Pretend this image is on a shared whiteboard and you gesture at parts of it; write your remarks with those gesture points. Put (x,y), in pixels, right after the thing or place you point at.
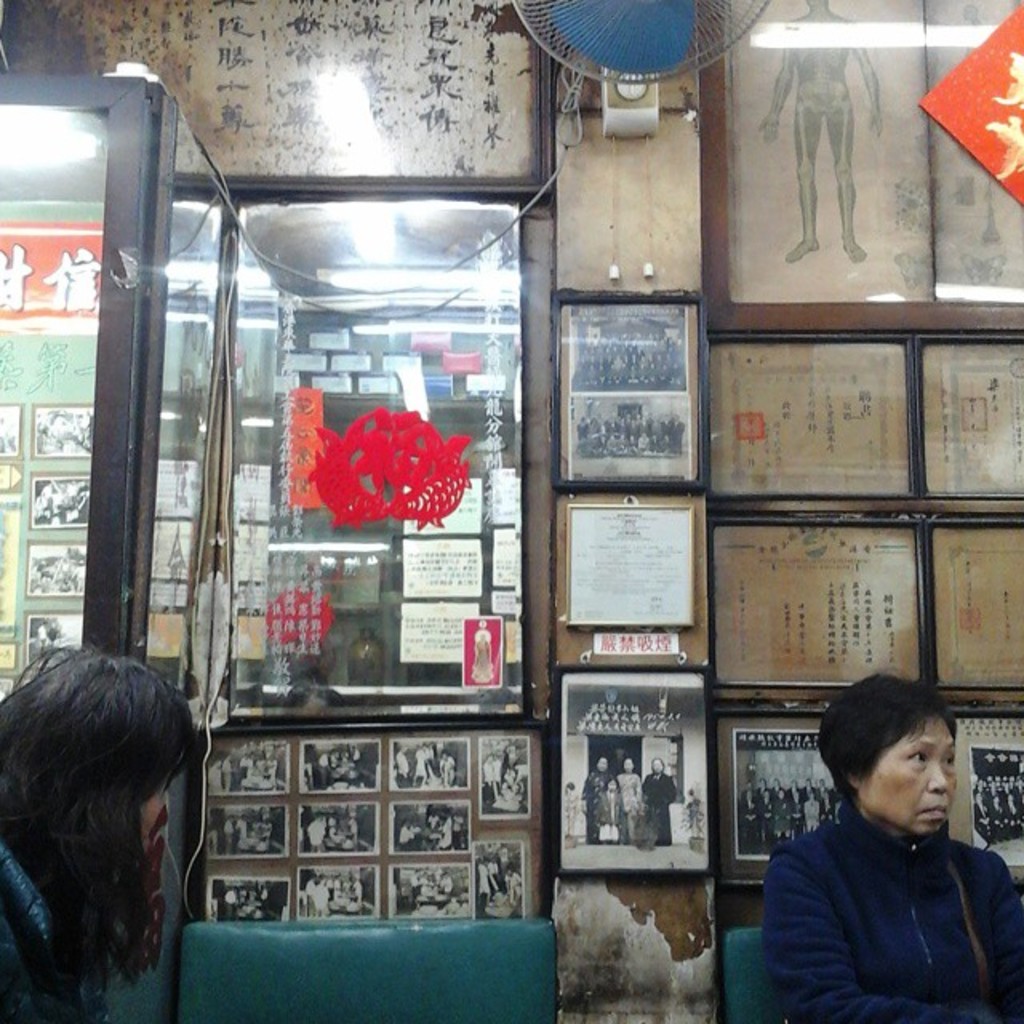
In this image, we can see people (845,947) and there are chairs (459,927) and one of them is sitting on the chair (756,957). In the background (497,454), there is a mirror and we can see lights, a table fan (626,80), boards (918,261) and some frames (579,341) on the wall (622,657).
